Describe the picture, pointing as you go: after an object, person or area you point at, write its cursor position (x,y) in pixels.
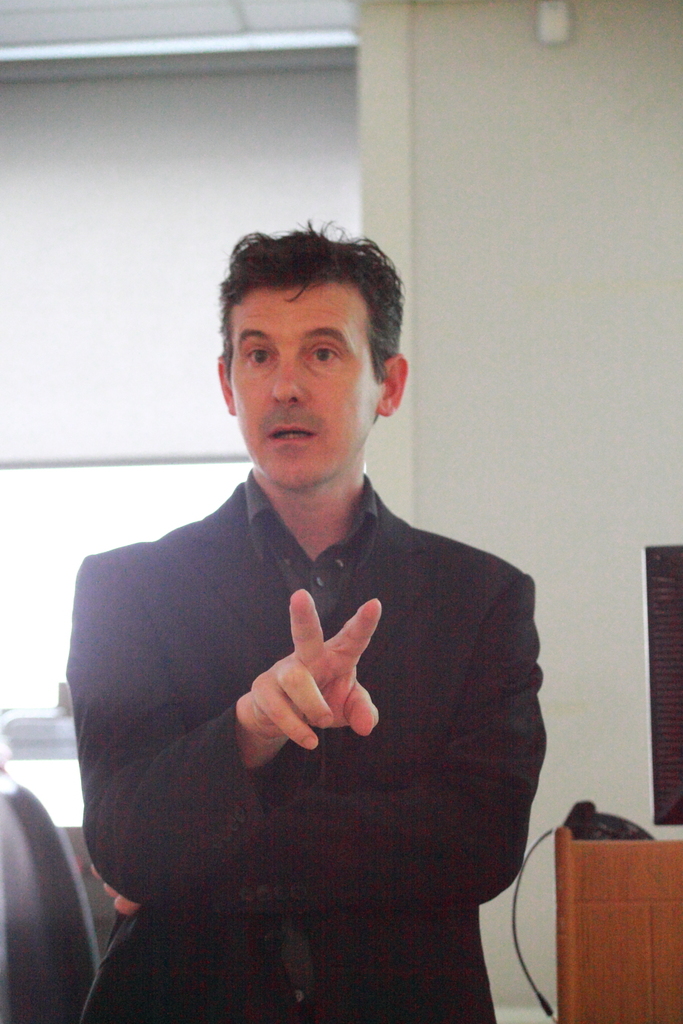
In this picture we can see a man (211,663) wore a blazer (457,966) and at the back of him we can see the wall (443,138), window (173,174) and some objects (652,716).
